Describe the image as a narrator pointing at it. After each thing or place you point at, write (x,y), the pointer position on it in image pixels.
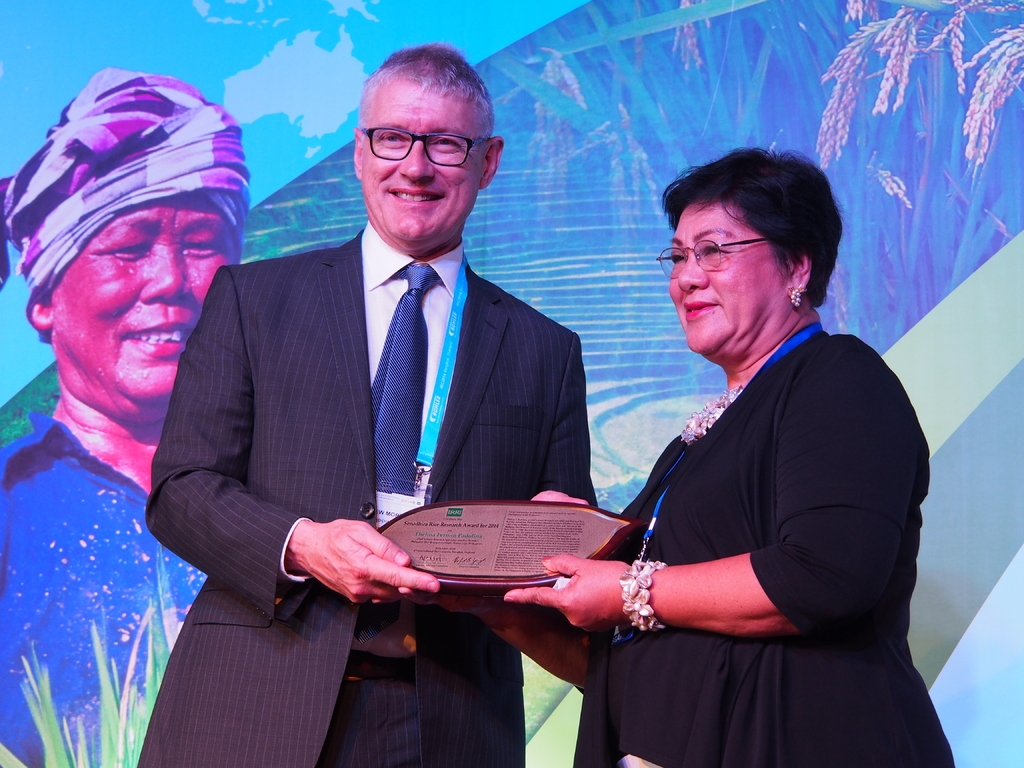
In this image there is a person (336,463) wearing a suit (336,463) and tie (406,372) is holding a shield (529,517). Beside him there is a woman (792,451) wearing a black top (825,511). They are wearing spectacles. Behind them there is a poster (216,210) having an image of a person (96,417) and few plants (675,111) on it.
